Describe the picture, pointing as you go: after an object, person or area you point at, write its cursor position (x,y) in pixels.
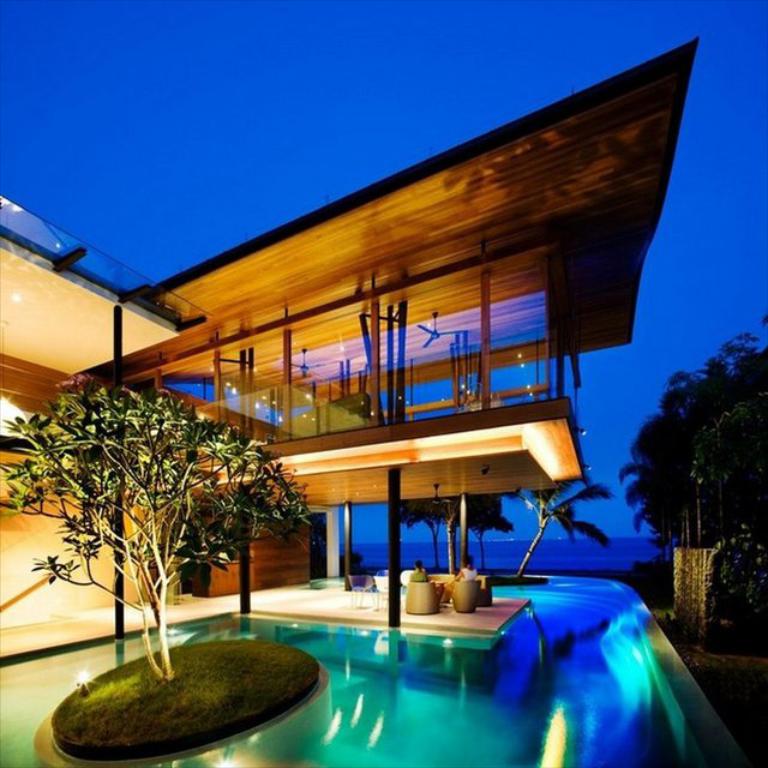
On the left side (115,512) it is the tree (219,539), at the bottom (475,721) it is a swimming pool (533,698). In the middle (500,258) it is a house (366,410), at the top (179,110) it is the sky (161,111).
